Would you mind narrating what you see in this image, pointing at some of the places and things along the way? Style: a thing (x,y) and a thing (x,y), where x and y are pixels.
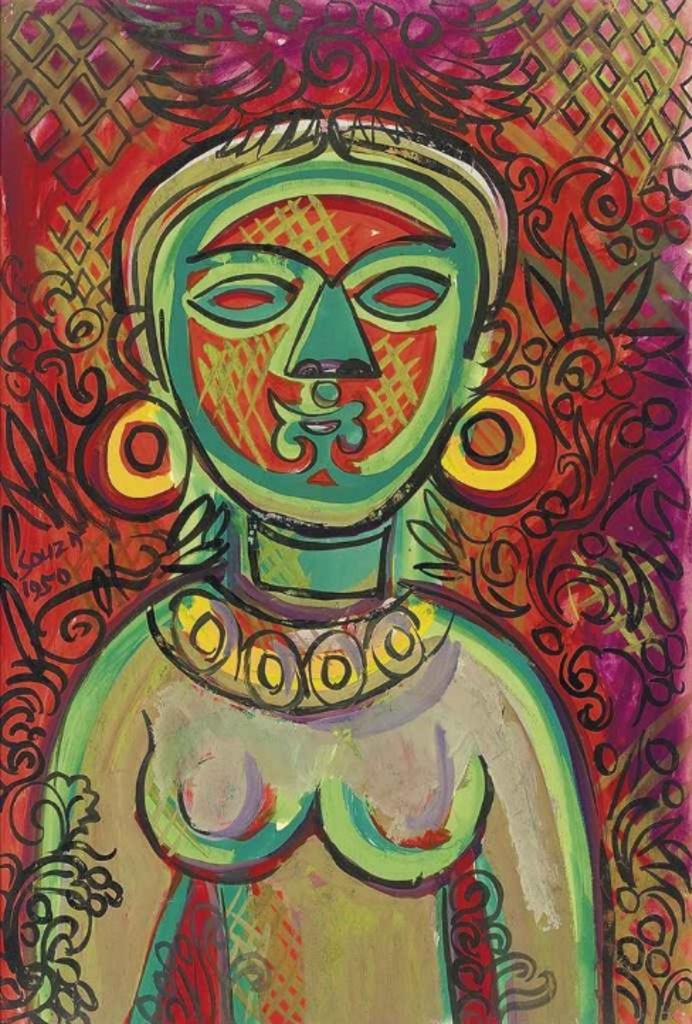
In this image there is a painting (520,531). There is a person (294,515). Background (314,11) there is some design (349,17).
